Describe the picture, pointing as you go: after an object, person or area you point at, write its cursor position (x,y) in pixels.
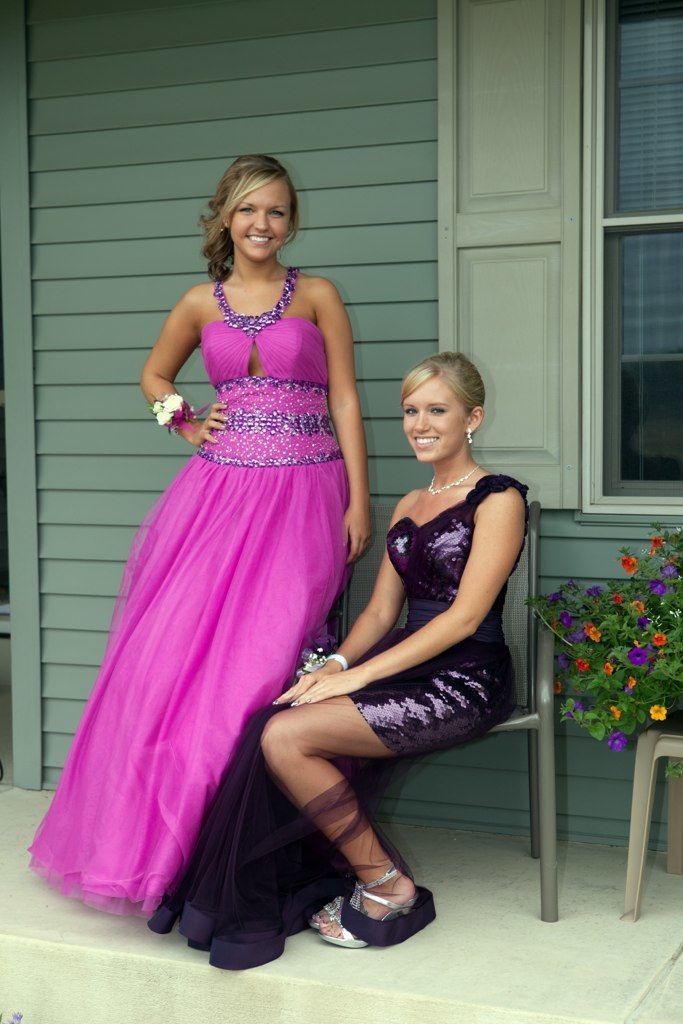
In the image we can see there is woman (444,649) sitting on chair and beside her there is another woman (224,524) standing. Behind there is window (612,351) on the wall (436,344) and there are flowers (627,688) on the plants (615,730).
